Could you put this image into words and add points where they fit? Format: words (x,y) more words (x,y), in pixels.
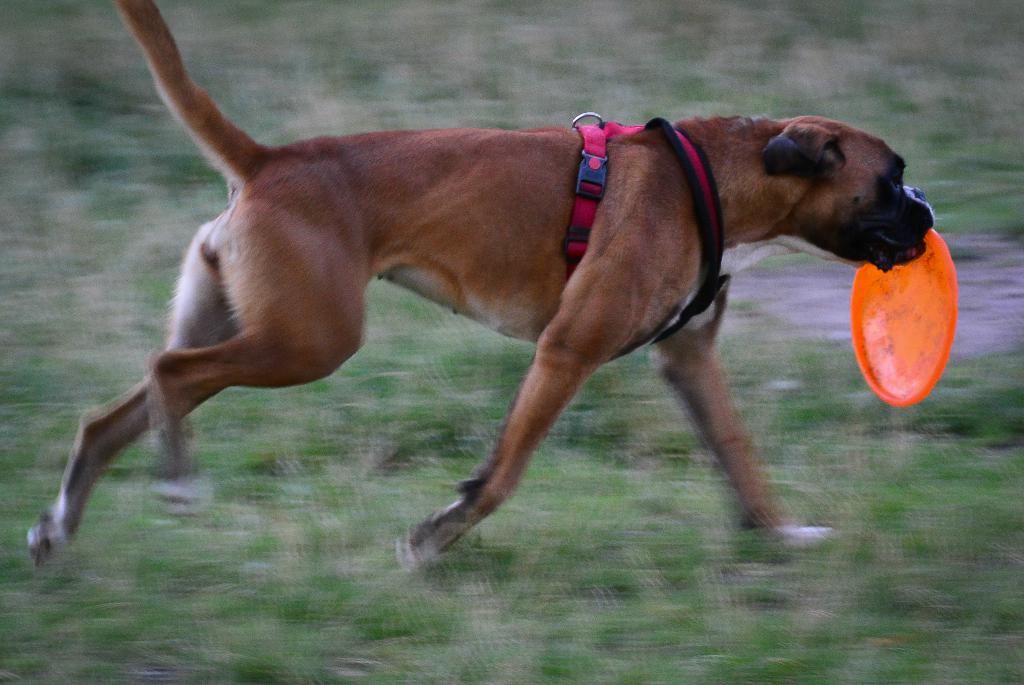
In this picture we can see a dog (290,368) walking on the grass (408,531), holding a Frisbee (866,313) with its mouth (896,229).
